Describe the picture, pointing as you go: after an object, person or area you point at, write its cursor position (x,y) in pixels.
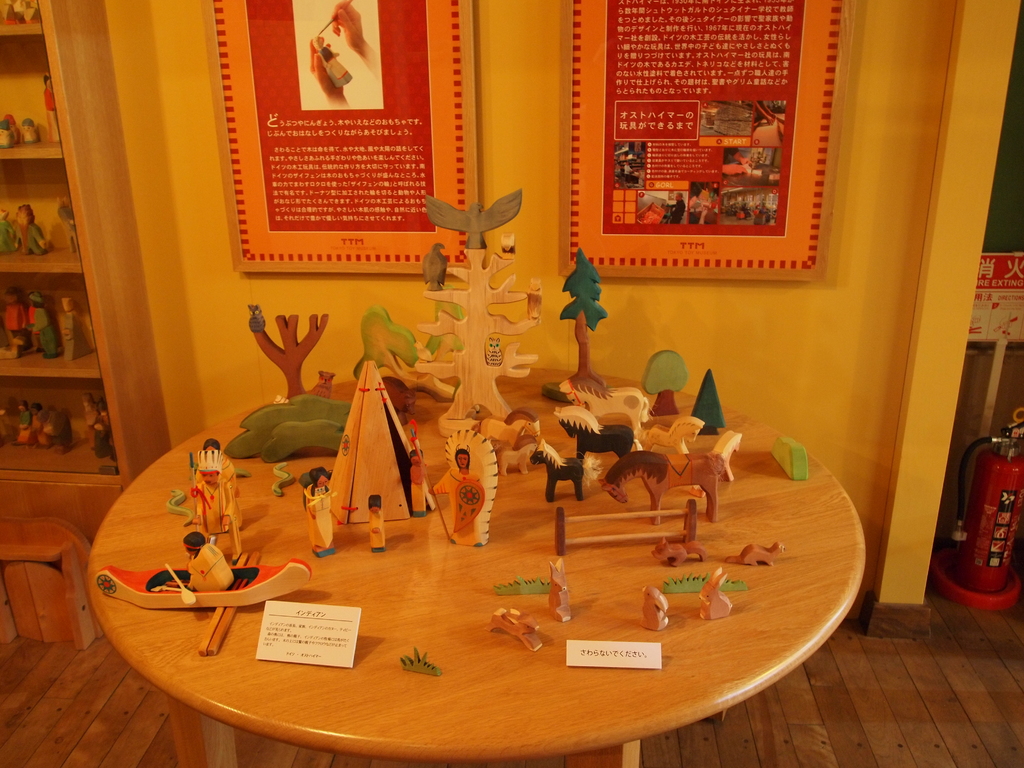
On this table (233,680) there are toys (526,636). A posters (691,162) on wall (165,99). This rack (25,369) is filled with toys (107,413). This is a fire extinguisher (999,470).
